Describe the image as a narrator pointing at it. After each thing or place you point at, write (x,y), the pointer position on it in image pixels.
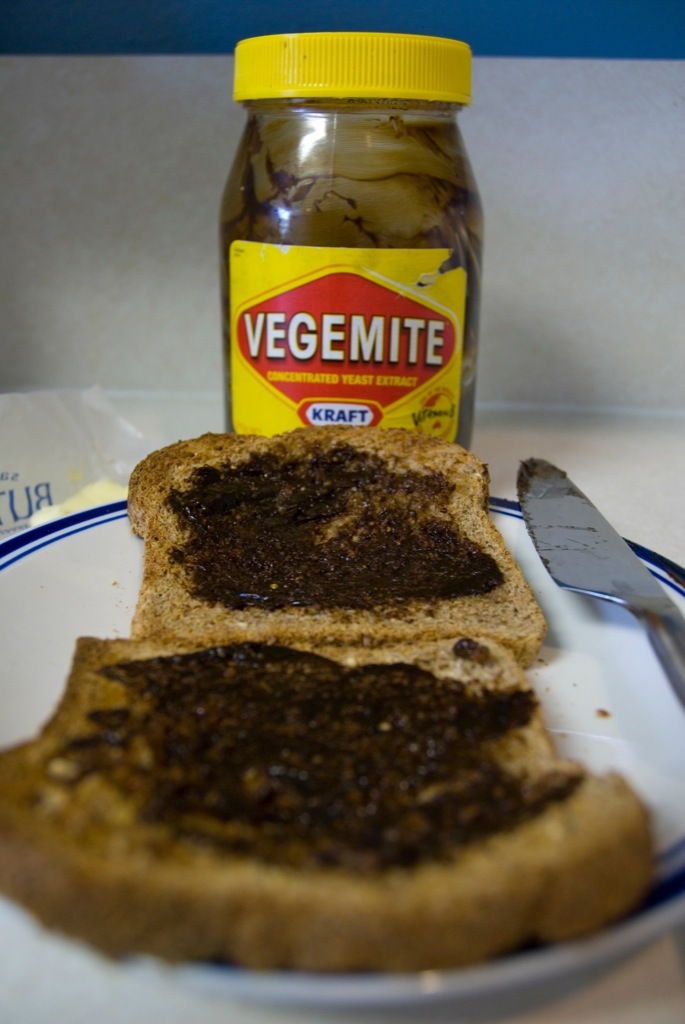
In this image we can see some bread (377,784) and knife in a plate (659,702) which is placed on the table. We can also see a bottle (460,365) and a cover (32,422) beside it.
